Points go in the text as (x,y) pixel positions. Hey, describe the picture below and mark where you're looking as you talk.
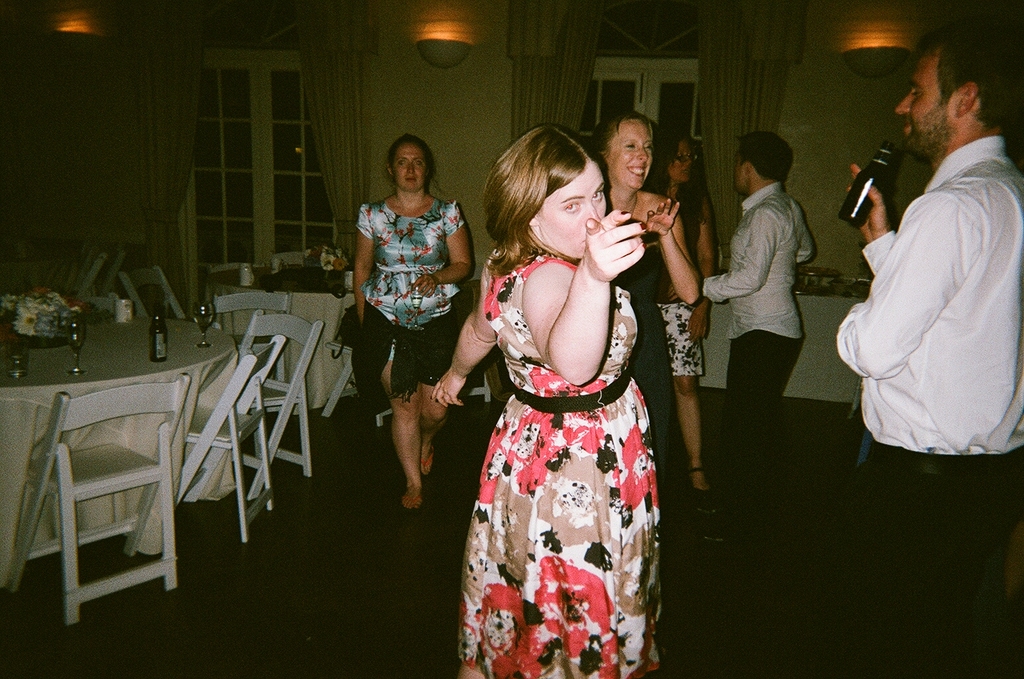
In this image I can see a group of people (682,359) standing. On the left side (177,369) I can see some objects (204,306) on the tables (148,339). I can also see the chairs (229,407). In the background (316,169), I can see the curtains (346,154) and the doors (613,113). At the top (440,45) I can see the lights (845,53).
